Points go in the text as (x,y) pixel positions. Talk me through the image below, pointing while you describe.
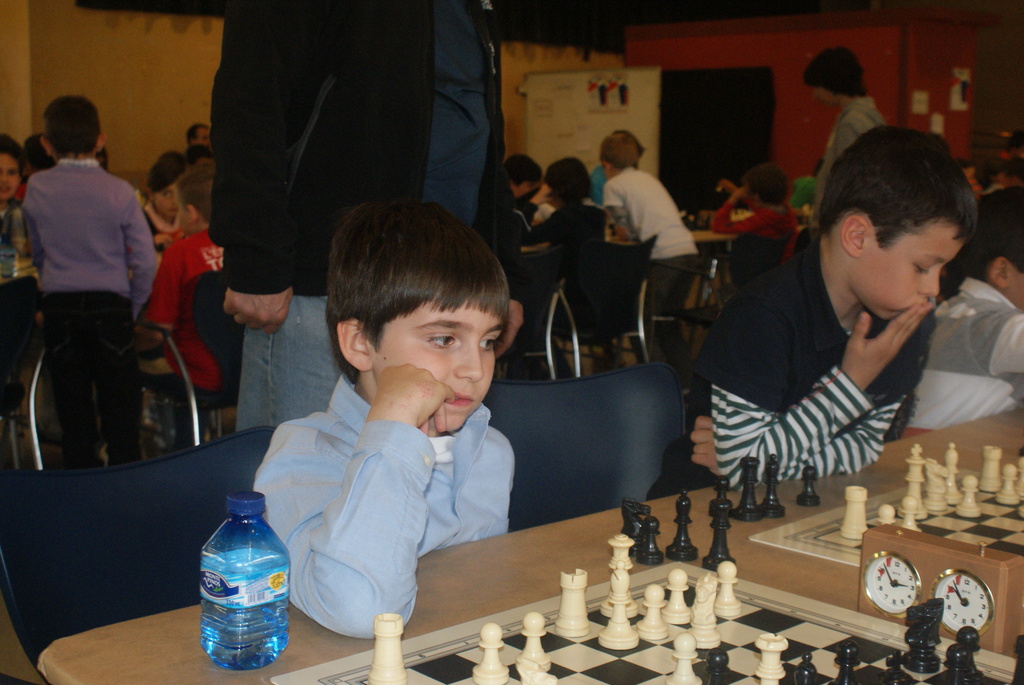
In this image I can see of people (108,282) some are standing and some are sitting, the person (493,376) in front (452,473) is sitting and the person (360,487) is wearing blue color shirt (332,491) and the person (807,311) at right (751,338) is wearing black and white color shirt (815,293). I can also see few chess coins (581,631) and boards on the table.
